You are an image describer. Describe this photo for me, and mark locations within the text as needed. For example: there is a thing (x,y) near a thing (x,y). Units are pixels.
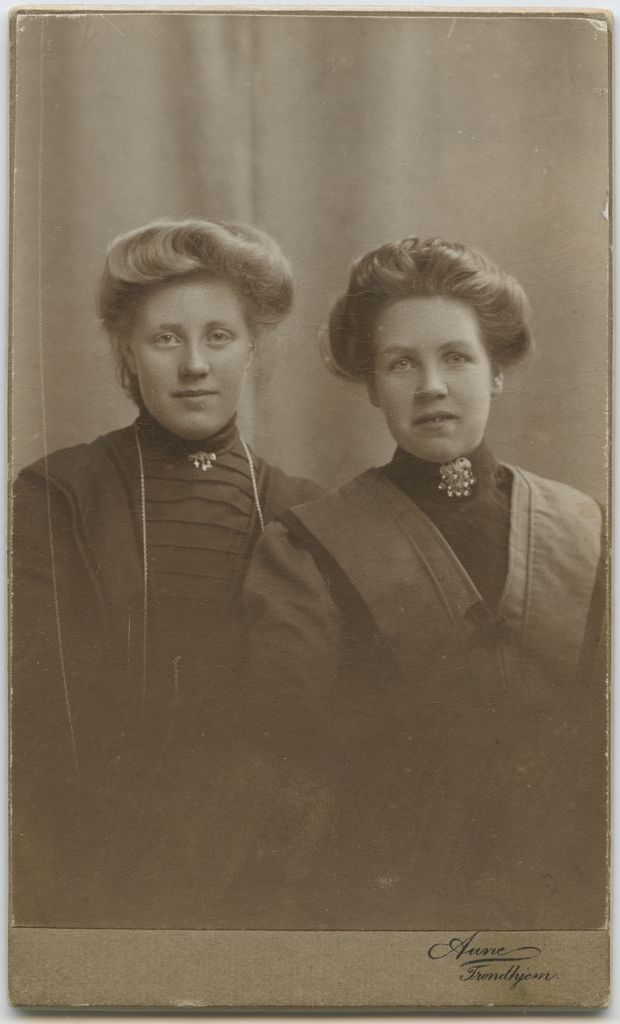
In this image I can see two people (204,513) and wearing dress (189,510). The image is in black and white.
